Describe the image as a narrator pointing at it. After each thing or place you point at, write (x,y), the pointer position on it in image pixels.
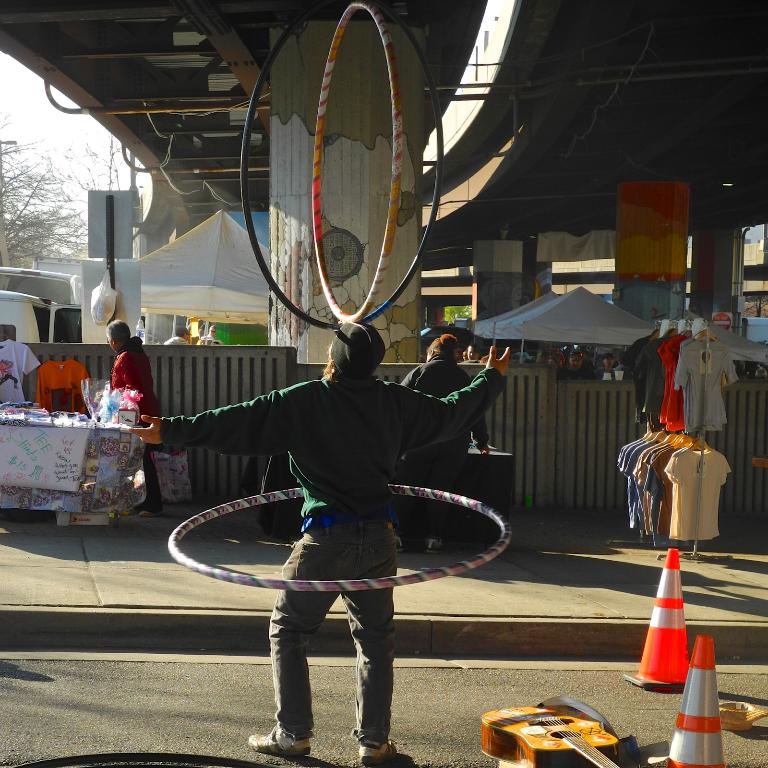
There is a man (350,513) standing on the road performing some activities with rings (335,330). He is wearing a green shirt (346,435). Beside him there is a guitar (570,732) and two traffic cones (676,691). He is standing under the bridge (466,40). We can see a pillar (351,184) here. There are some stalls (102,461) on the side of the road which are on footpath (83,543). In the background (44,127) we can observe trees (43,215) and sky (39,119). There is a cover (103,300) hanging to the board (116,265). And we can see tents (189,271) which are in white colour. There are some clothes (693,370) on the side of the road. There is a man (430,381) standing in front of this guy (428,412) who is performing activities with rings (443,492).
